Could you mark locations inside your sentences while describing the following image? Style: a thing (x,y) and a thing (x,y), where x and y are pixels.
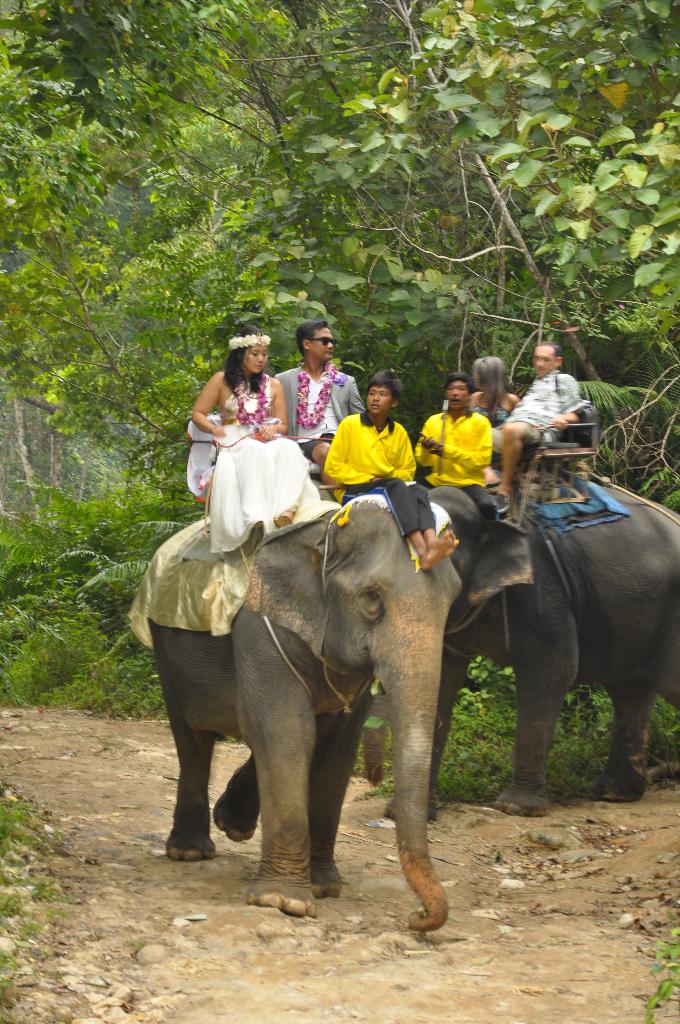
On the background (336,176) we can see trees (347,175) and plants (92,575). Here we can see persons (480,462) sitting on elephants (637,551). This is a forest (618,433).
